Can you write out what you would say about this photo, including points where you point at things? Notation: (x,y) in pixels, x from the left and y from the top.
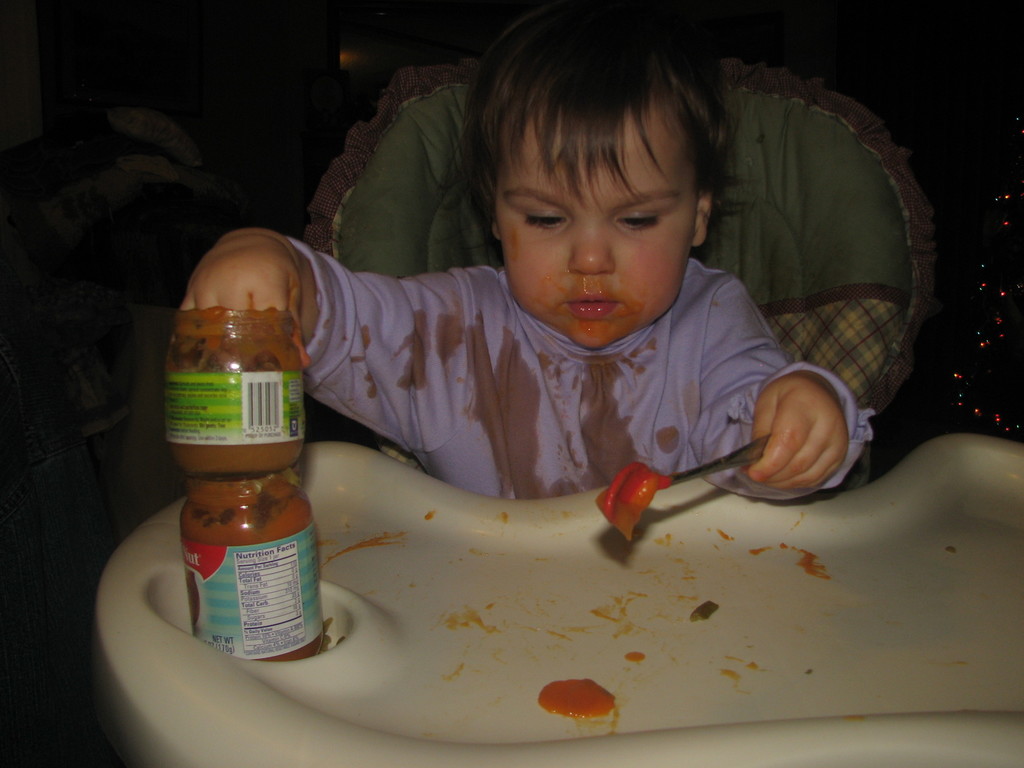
In this image a kid (501,305) is sitting on his chair (529,526) and holding a jar (256,387) with jam (219,453) in it and in the another hand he is holding a spoon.
